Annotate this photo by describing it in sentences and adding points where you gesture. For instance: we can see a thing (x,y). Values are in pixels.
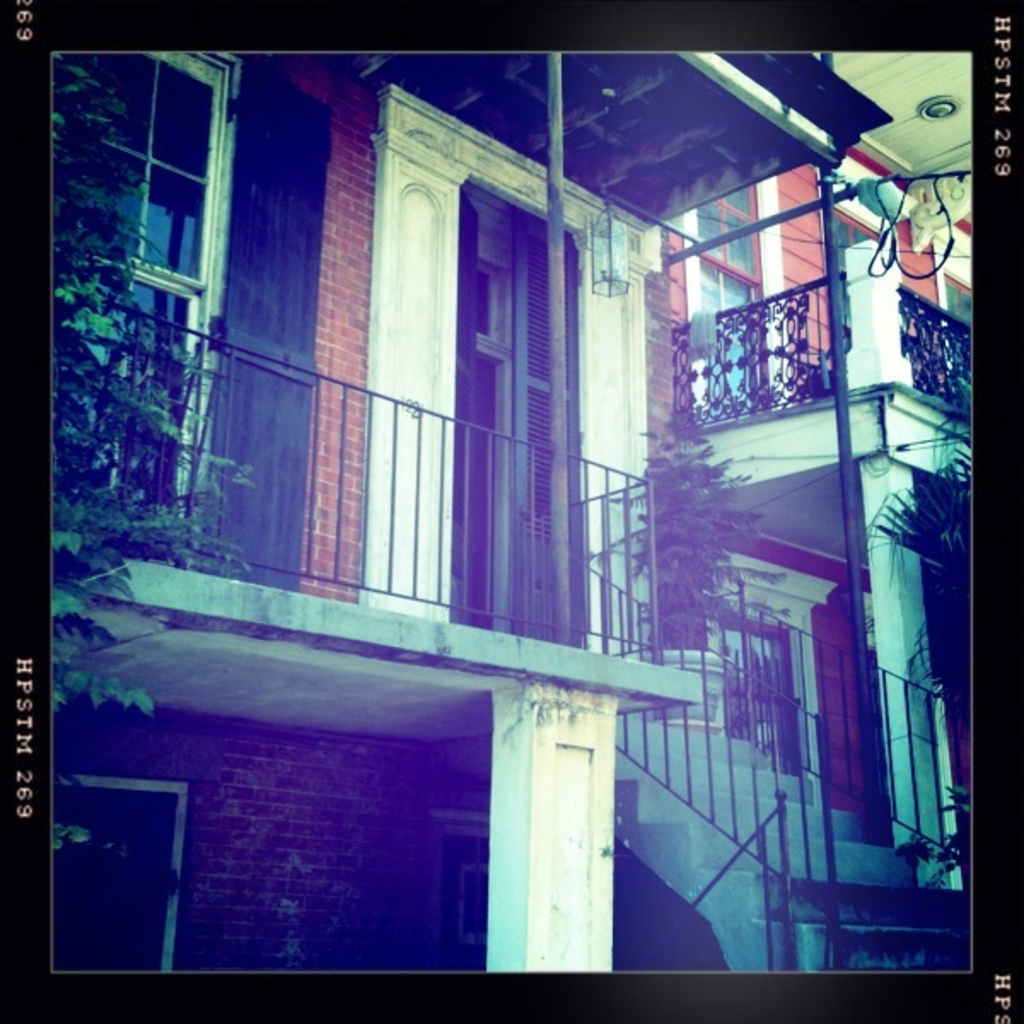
This is an image with the borders (244,32), in this image there are houses (426,495), railing (519,592), staircase (714,773), windows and wall (288,827). And on the right side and left side of the image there is text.
